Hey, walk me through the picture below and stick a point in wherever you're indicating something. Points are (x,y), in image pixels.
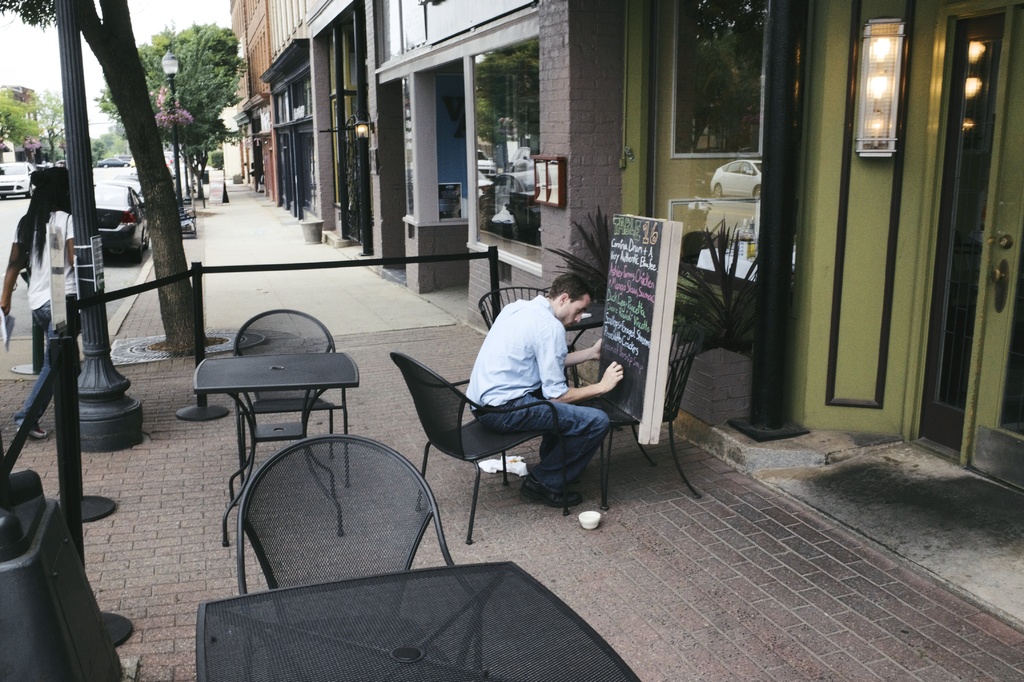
In this picture there is a man (495,405) sitting in the chair (500,413) and writing something on the black board (622,288) in front of a building (756,233). There is some tables (224,366) and chairs (315,490) behind him. In the background (114,205) there is a car (114,188), street light pole (172,53) and some trees (207,84). There are some buildings (280,81) and a sky (160,18) here.
